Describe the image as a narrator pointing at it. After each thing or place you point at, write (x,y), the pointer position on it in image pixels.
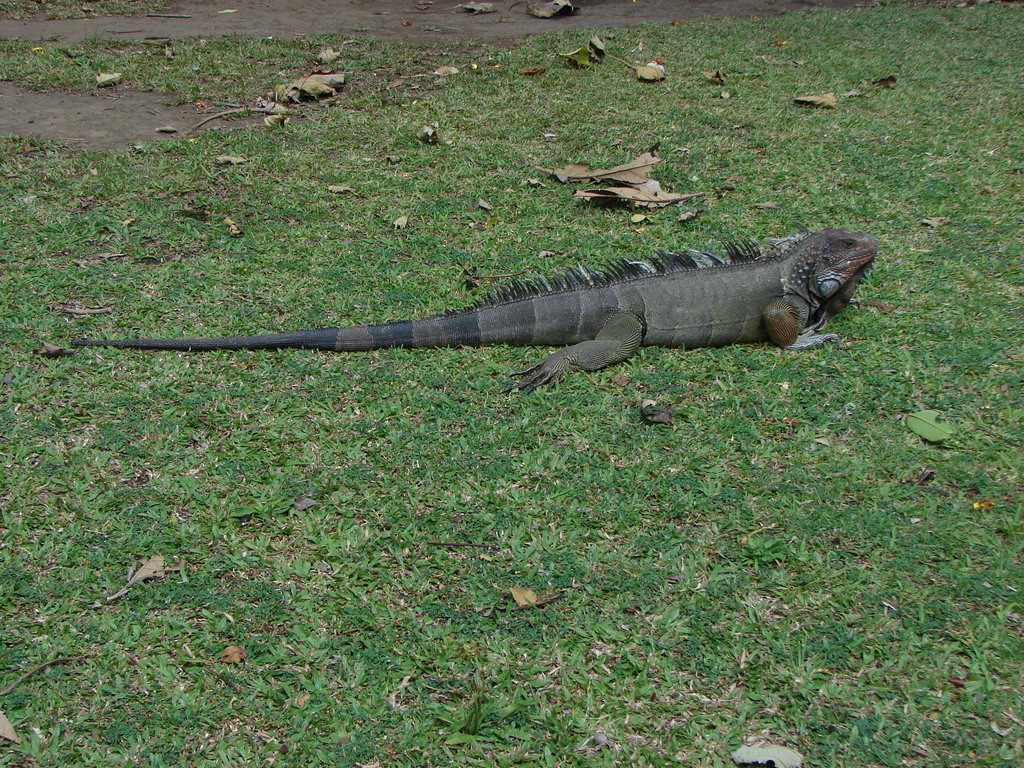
In the middle of the image (514,318) I can see a reptile (588,315) on the ground (799,369) which is facing towards the right side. On the ground (476,618), I can see the green color grass (194,538) and few leaves (305,86).
